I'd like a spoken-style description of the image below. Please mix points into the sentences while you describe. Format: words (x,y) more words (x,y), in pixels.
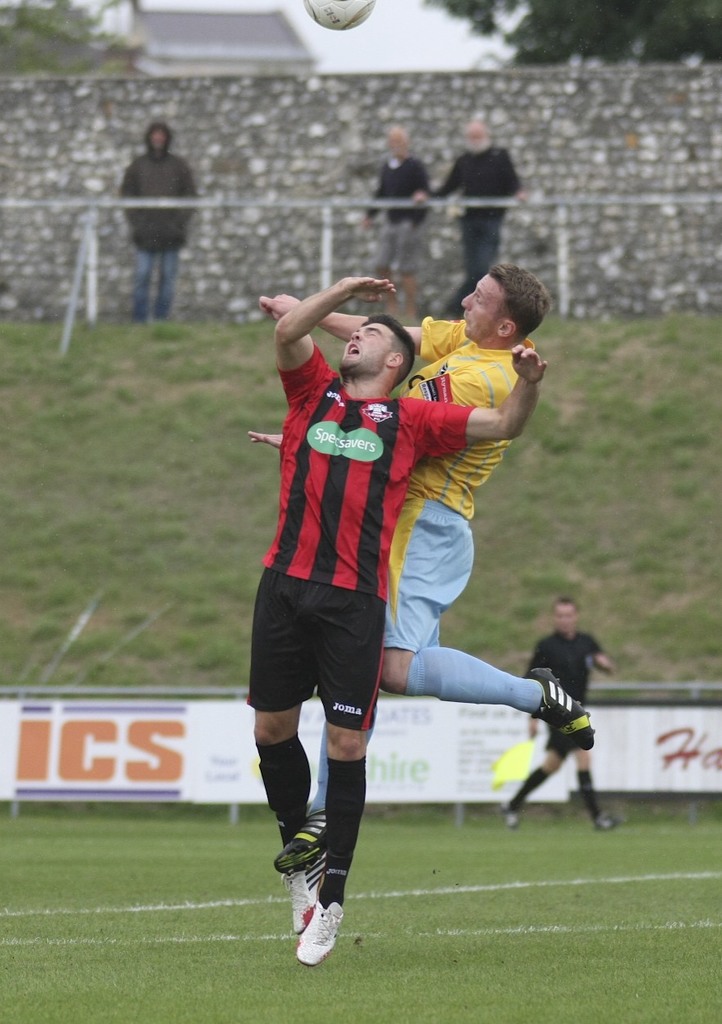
In this image we can see one ball (336,11) at the top of the image (267,56), one white object (182,28) at the top left side of the image (181,38), one wall (208,110) in the background (696,139), two men (301,771) playing on the ground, three people (468,195) standing near the object (465,205) which looks like a fence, one person (479,187) holding the fence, one board (10,711) with text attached to the poles (48,688) on the ground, some grass (66,518) on the ground (202,642), two trees (599,29) in the background (673,27), at the top (447,42) there is the sky (417,55), one man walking and holding a flag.
